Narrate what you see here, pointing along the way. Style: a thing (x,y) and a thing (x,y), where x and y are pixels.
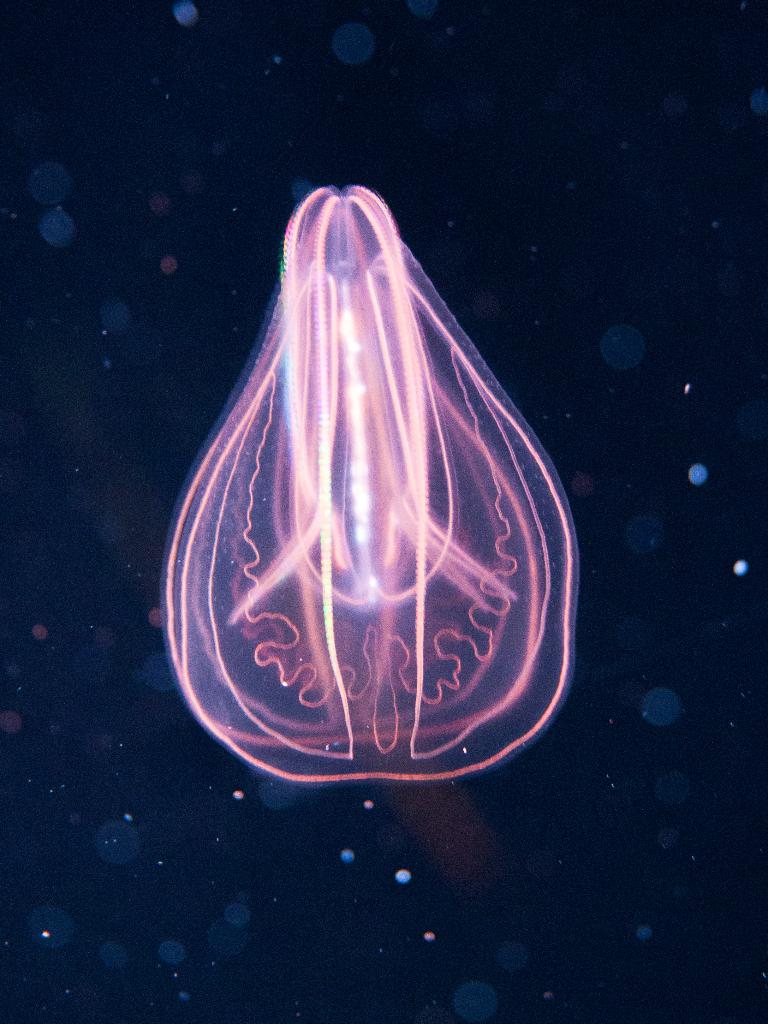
This is an edited image in which there is an object (346,517) which is pink in colour.
